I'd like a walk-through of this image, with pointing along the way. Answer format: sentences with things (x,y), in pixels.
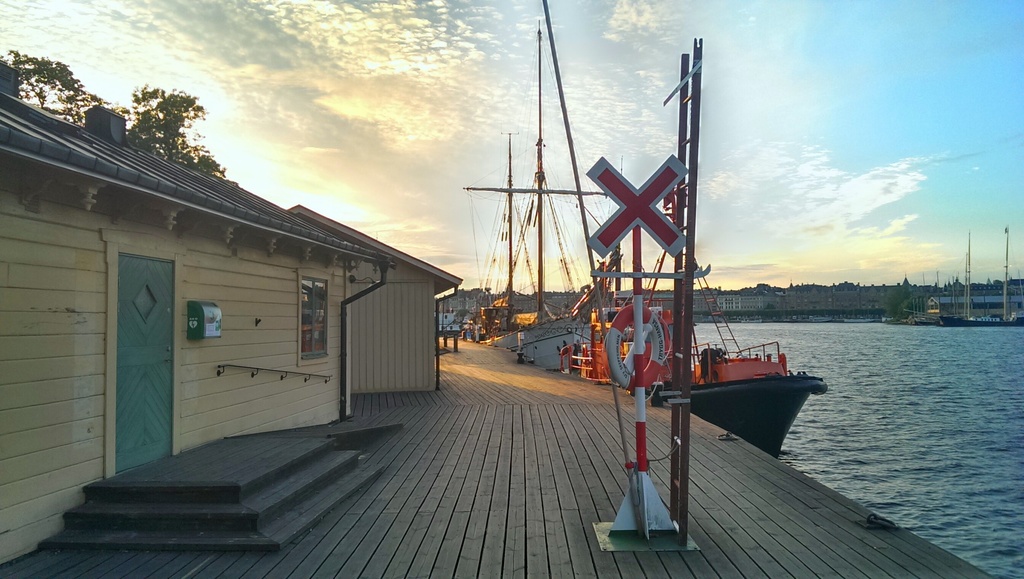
In this picture we can see the yellow shed house (316,343) on the harbor (509,400). Beside there are some boats (582,317) with pole (540,238) and cables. On the right side (840,379) there is a river water (900,369). In the background (883,307) we can see some trees (900,312).
